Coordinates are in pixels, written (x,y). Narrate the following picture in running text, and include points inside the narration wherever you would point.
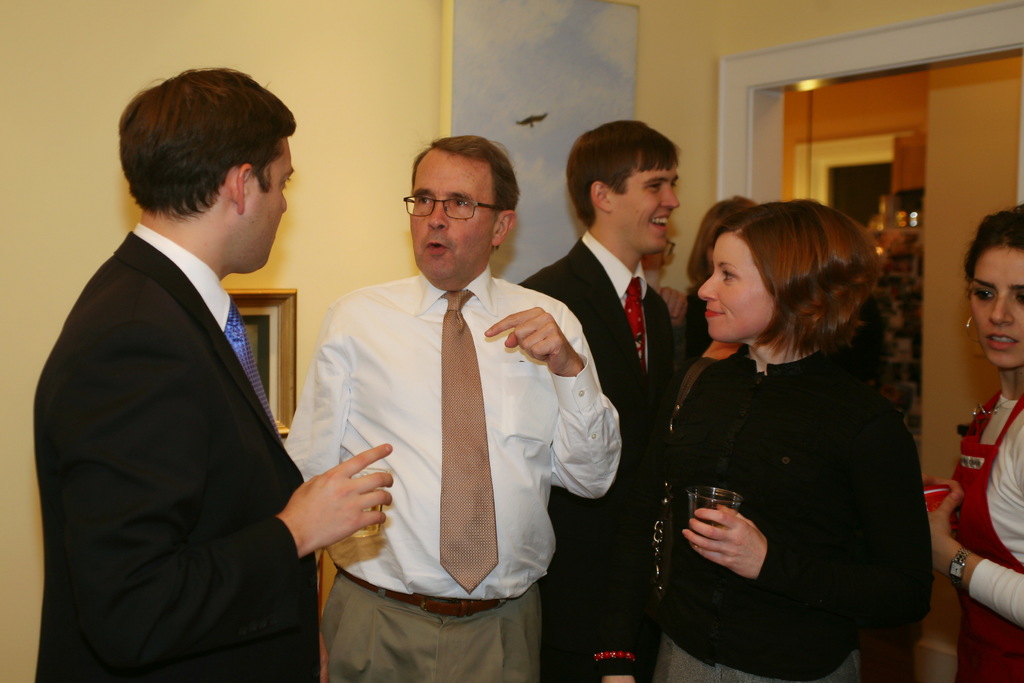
In this image we can see some people (744,456) in a room (787,430) and there are few people (770,390) holding glasses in their hands (345,529) and we can see a wall (380,105) in the background (313,314).
